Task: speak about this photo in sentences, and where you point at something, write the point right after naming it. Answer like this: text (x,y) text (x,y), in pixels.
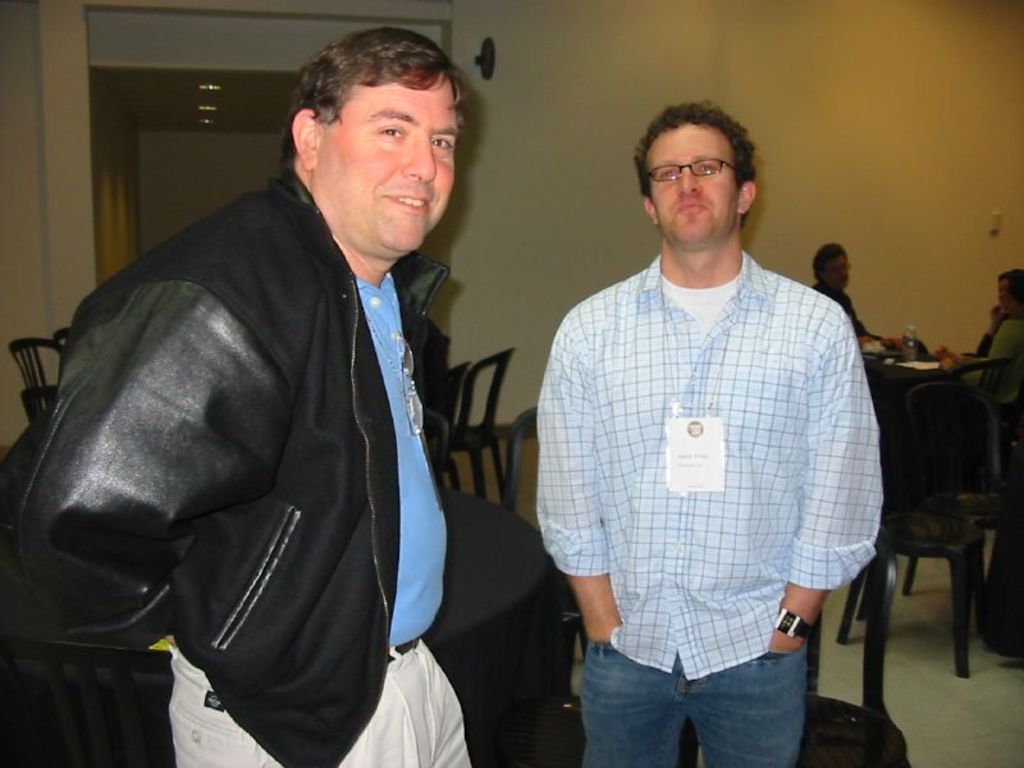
In this image we can see four person (389,422). In front (363,463) at the left side (314,506) the men (314,506) is wearing a jacket (242,471) and his smiling. At the background (848,311) the two people (955,351) are sitting on the chair (995,383). On the table (903,357) there is a bottle (916,349). At the background (547,183) there is a wall (541,176).
